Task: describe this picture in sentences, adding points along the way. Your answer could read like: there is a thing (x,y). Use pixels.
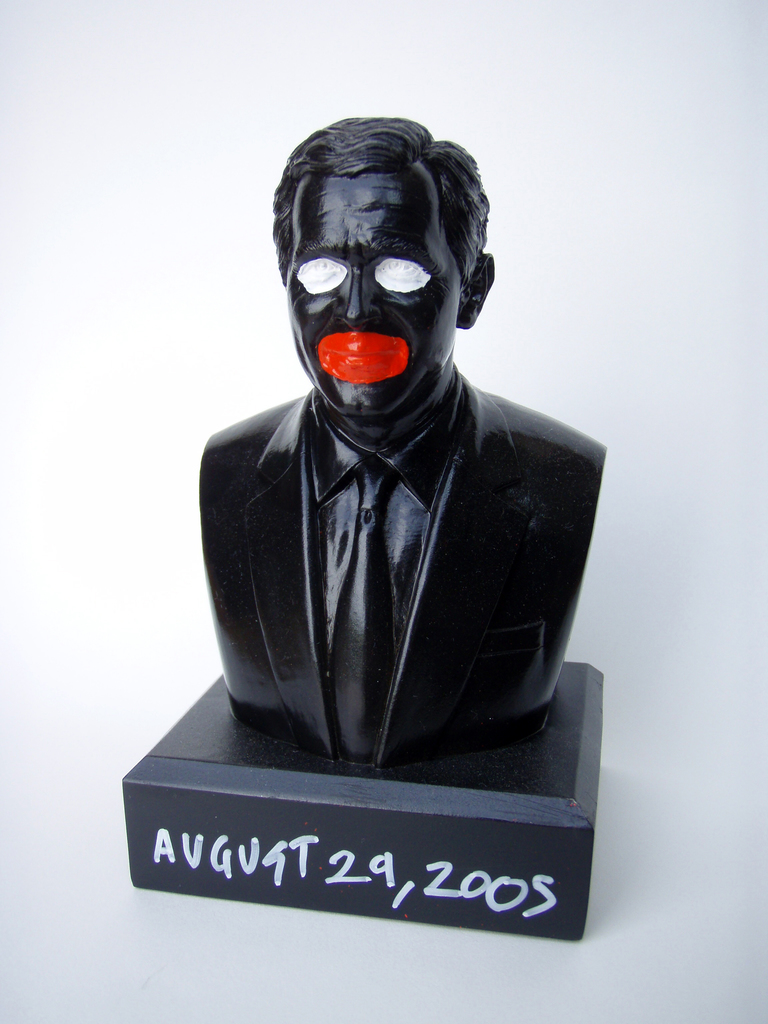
We can see sculpture (411,164) of a person (283,722) and some text (170,851) on black surface (163,823). In the background (625,415) it is white.
